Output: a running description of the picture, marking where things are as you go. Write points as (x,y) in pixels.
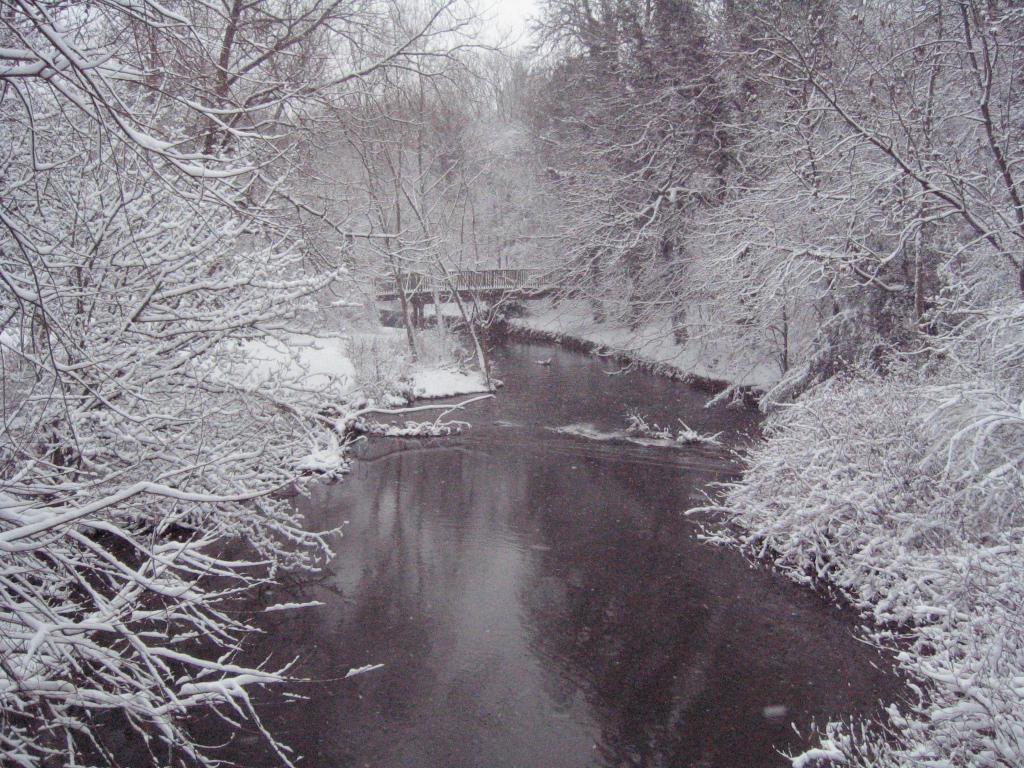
In this image on the right side (867,282) and left side (127,348) there are some trees (1020,570), at the bottom (389,610) there is a river (522,570).
